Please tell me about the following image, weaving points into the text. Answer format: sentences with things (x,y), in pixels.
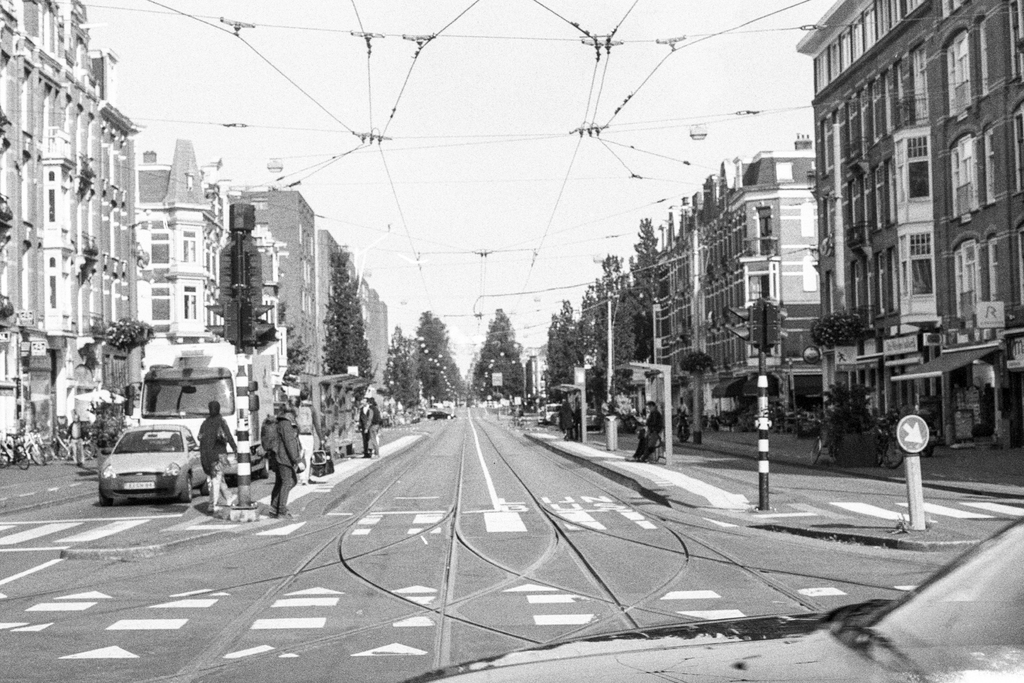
It is the black and white image in which we can see that there is a road (472,500) in the middle (551,452). There are buildings (276,269) on either side of the road (469,513). There are few people (307,453) walking on the footpath (335,454). On the left side (147,391) there are vehicles (175,408) on the road (19,582). At the bottom (812,636) there is a car (843,632). At the top (616,115) there are wires (657,45). There are trees (425,332) in front of the buildings (772,290). There are boards (917,440) and poles (908,462) on the footpath (677,474).
